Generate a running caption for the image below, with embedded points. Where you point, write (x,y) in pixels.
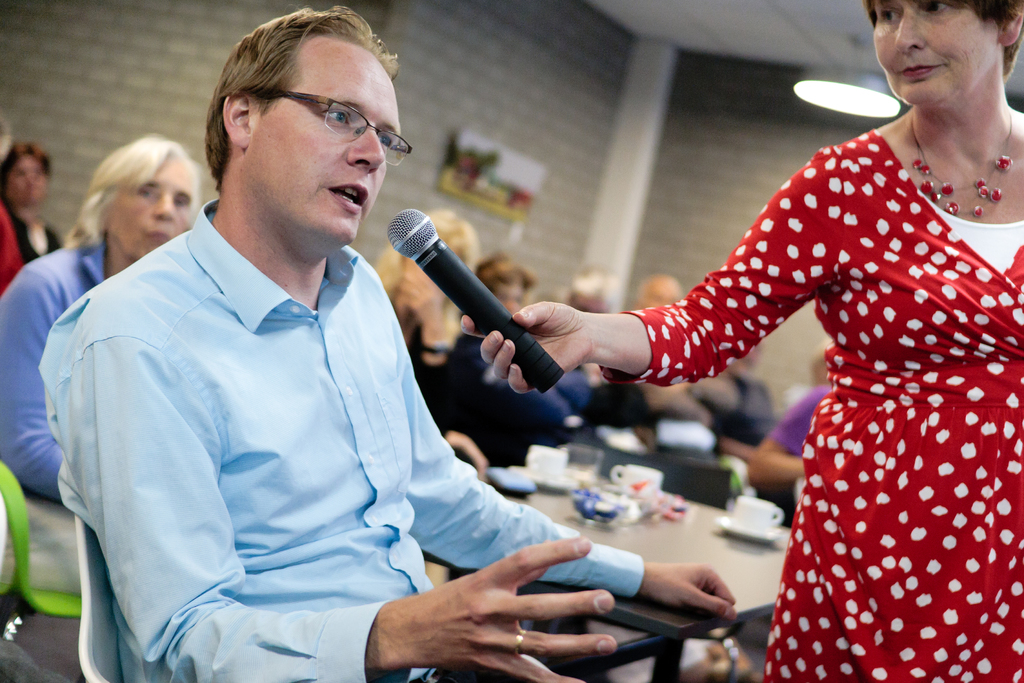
On the background (691,92) we can see a wall (490,92) with bricks (50,30) and a frame (522,187) over a wall (538,196). This is a light (813,92). We can see one women (946,190) standing and she is holding a mic (503,323) in her hand (550,350) and this man (398,356) is talking. We can see all persons (231,342) sitting on chairs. On the table (722,511) we can see cups (563,462), saucers (561,479), bowl (608,518).
